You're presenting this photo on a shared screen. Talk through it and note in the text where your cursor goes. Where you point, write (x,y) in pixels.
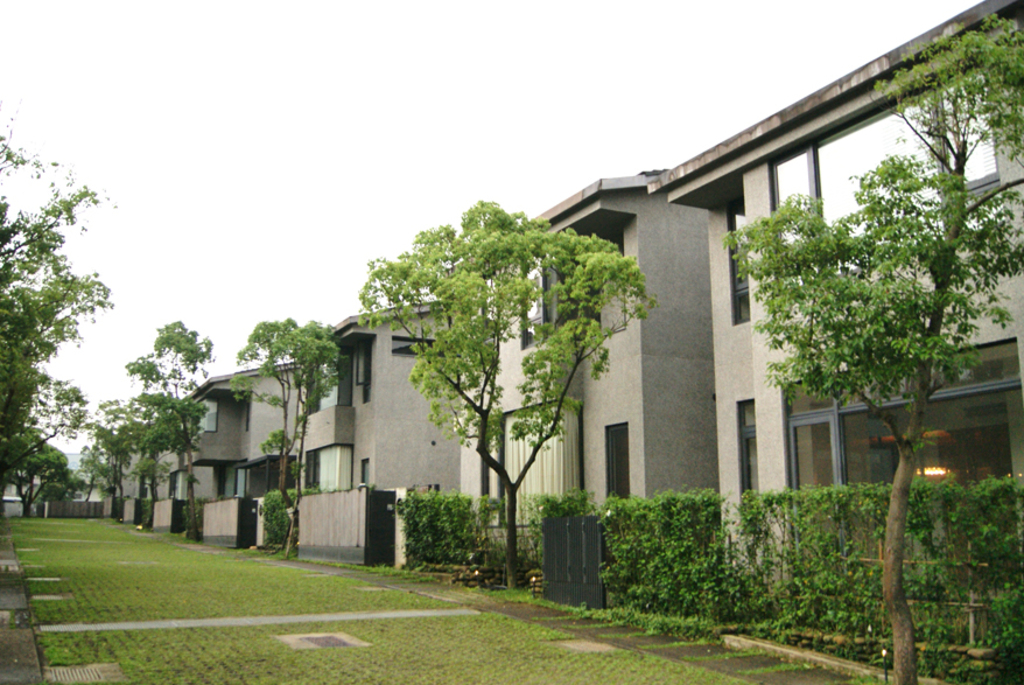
This picture is completely captured outside. Here we can see fresh green grass (357,625) on the floor (309,613). On the left side of the picture (22,476) we can see tree (34,308). On the right side of the picture (980,429) we can see few buildings (748,427) with a window (743,309) and this is a glass (876,155) and there are few trees (480,413) which are near to the building (539,395). We can see the gates (562,548) which are black in colour. On the top of the picture (293,73) there is a clear sky (504,77). On the right side (931,461) there is one building (958,436) and inside it we can see a light (948,472).
